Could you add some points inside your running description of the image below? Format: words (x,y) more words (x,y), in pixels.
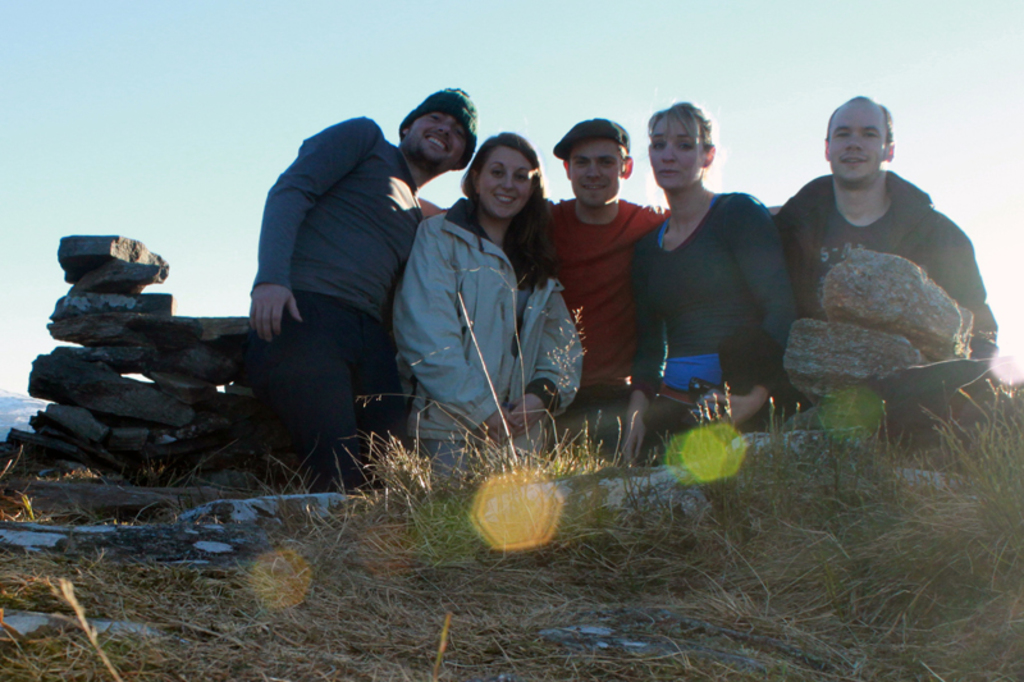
In this image I can see few people (701,171) are standing and wearing different color dresses (604,365). I can see a dry grass (646,508) and few stone (155,376). The sky (145,134) is in white and blue color.
